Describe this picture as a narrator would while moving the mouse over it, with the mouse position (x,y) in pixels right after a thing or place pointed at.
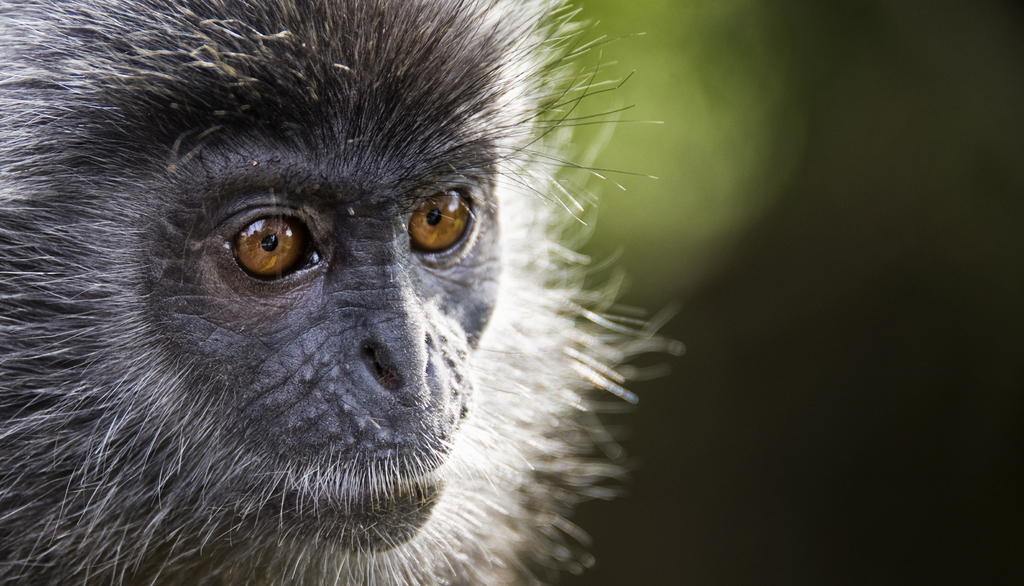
In the image we can see a animal (569,193). Background of the image (828,65) is blur.
